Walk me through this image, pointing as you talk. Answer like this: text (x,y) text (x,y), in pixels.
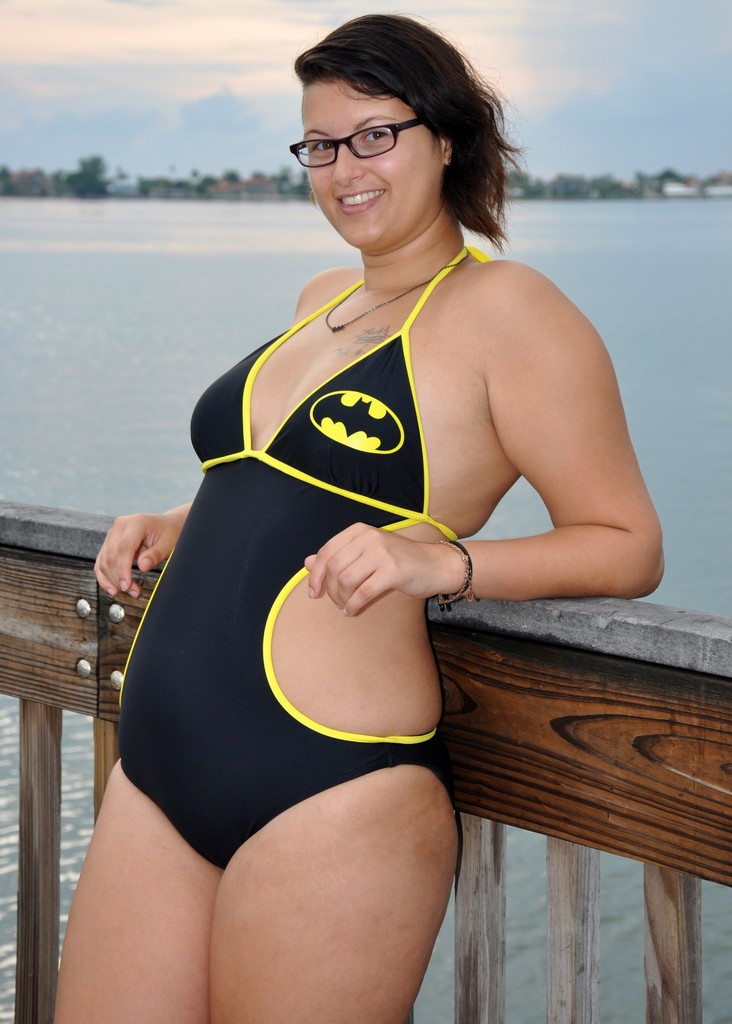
In this image there is a woman (288,441) standing, leaning on to a wooden fence (457,623) with a smile on her face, behind the woman (319,389) there is water (247,309), in the background of the image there are trees (304,175).
